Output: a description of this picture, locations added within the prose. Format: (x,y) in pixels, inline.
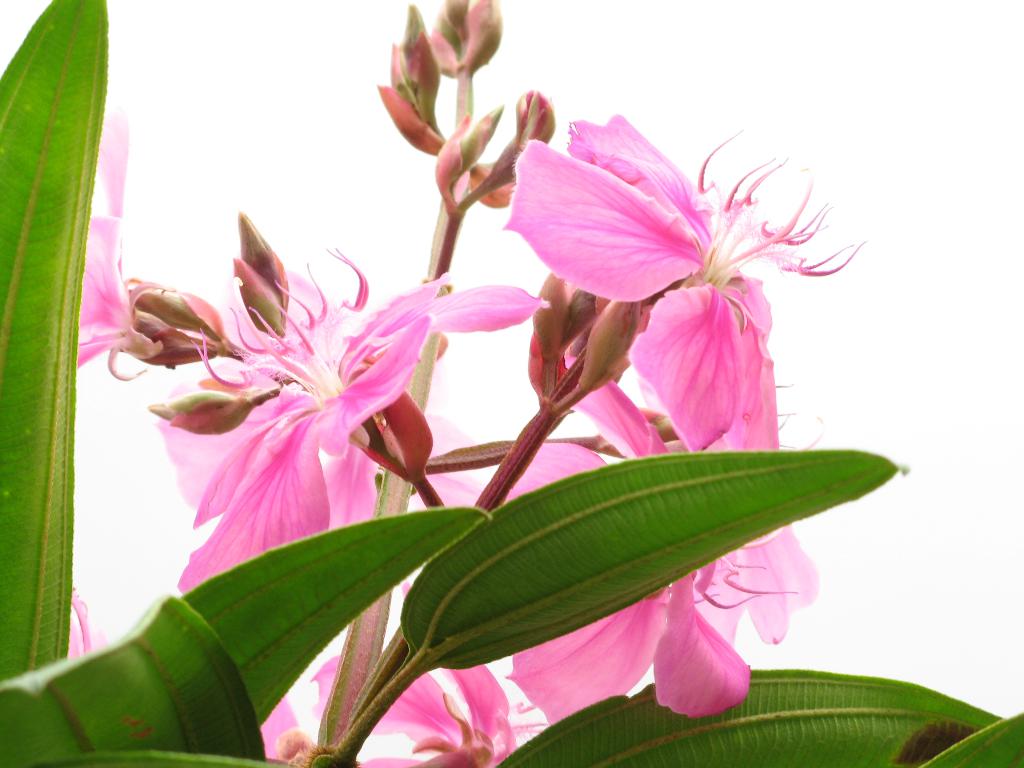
In the picture I can see flowers (190,403) and leaves (385,585).
